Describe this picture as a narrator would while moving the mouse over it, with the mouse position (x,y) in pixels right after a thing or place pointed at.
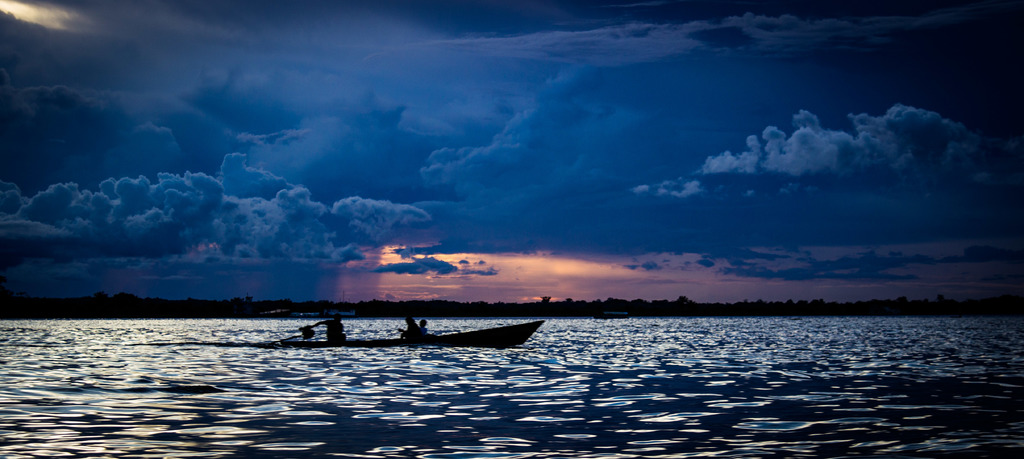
This picture is clicked outside the city. In the foreground (264,346) we can see a boat (437,341) in the water body (457,364) and we can see the group of persons (335,325) in the boat (437,336). In the background (307,95) we can see the sky (307,95) which is full of clouds (546,216) and we can see the trees (681,302) and some other objects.
